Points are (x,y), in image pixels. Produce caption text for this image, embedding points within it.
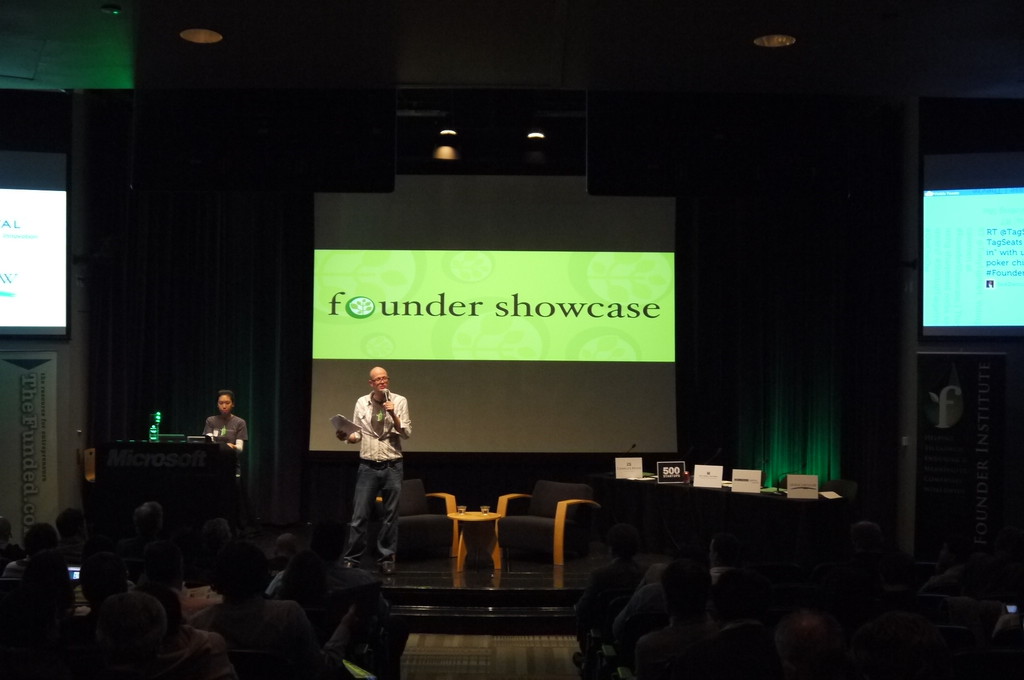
In this image I see a man (372,391) who is holding a mic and a papers (345,426) in his hand (344,440). I can also see another person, 2 chairs (400,527) and a table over here. In the background (324,416) I see few people (859,527) and a screen (437,221) over here.
